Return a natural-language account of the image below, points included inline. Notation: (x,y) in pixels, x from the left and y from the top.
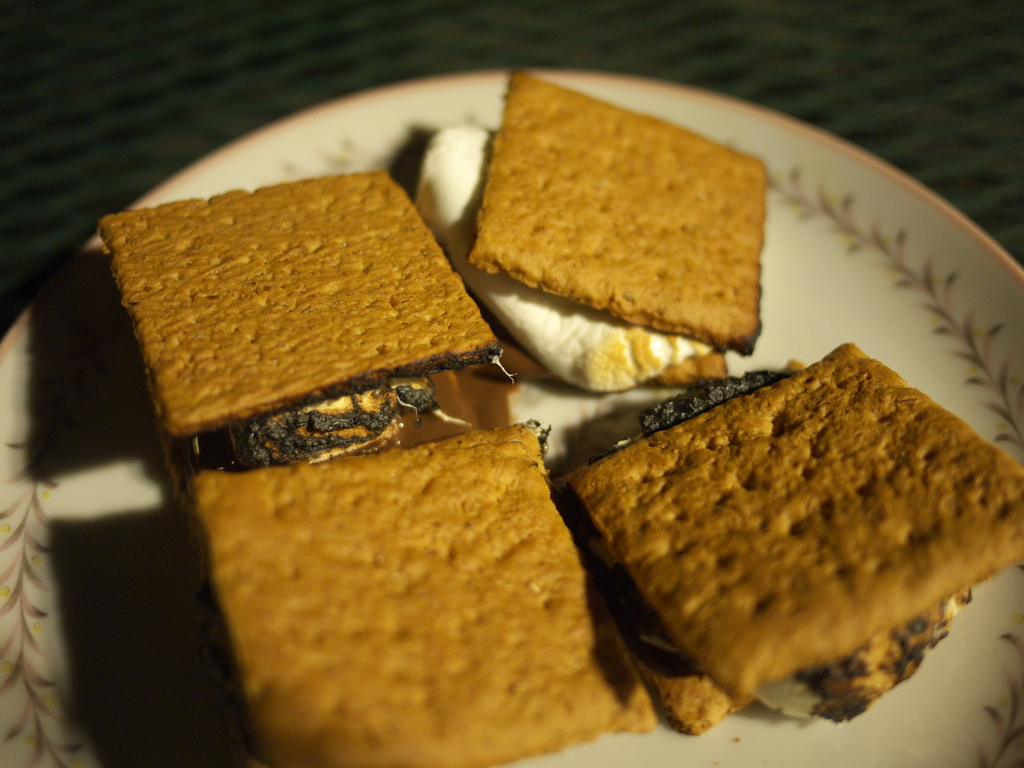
As we can see in the image there is a table (684,34). On table (748,60) there is a white color plate (999,413). On plate (984,373) there are biscuits (701,555).
